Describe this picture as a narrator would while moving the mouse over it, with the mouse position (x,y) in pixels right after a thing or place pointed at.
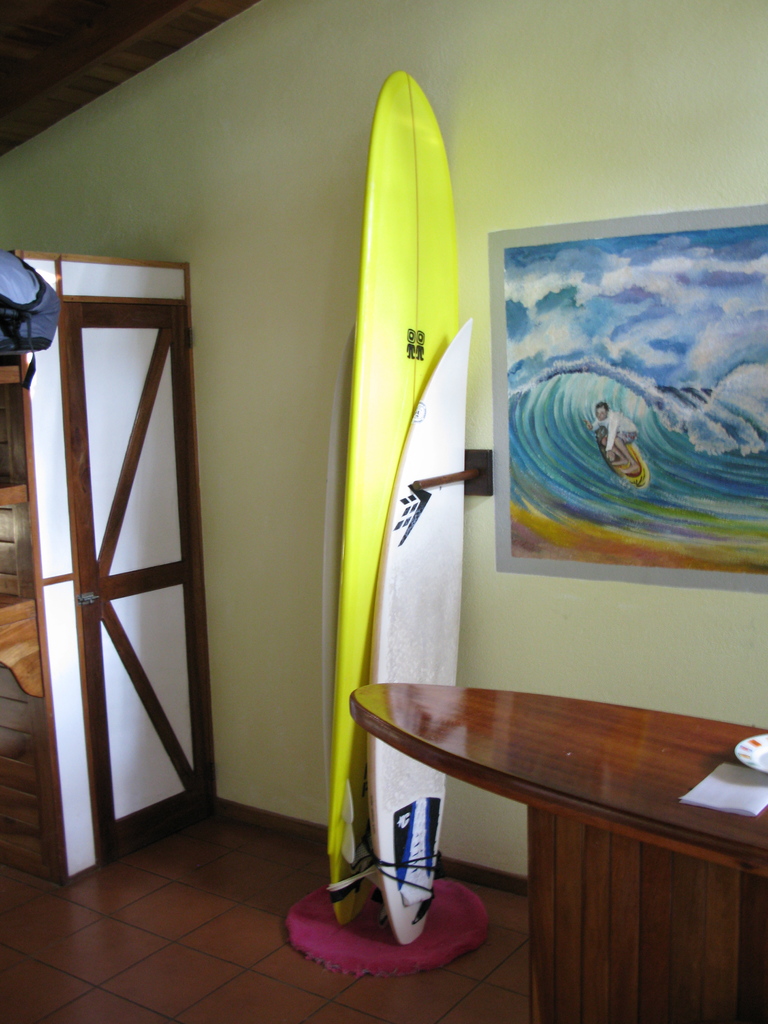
In this image there is a surfboard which is kept near the wall (481,263). There is a table (540,711) in front of the wall (692,642). At the background (165,414) there is a door (97,565). There is a painting (651,341) on the wall (656,52).
